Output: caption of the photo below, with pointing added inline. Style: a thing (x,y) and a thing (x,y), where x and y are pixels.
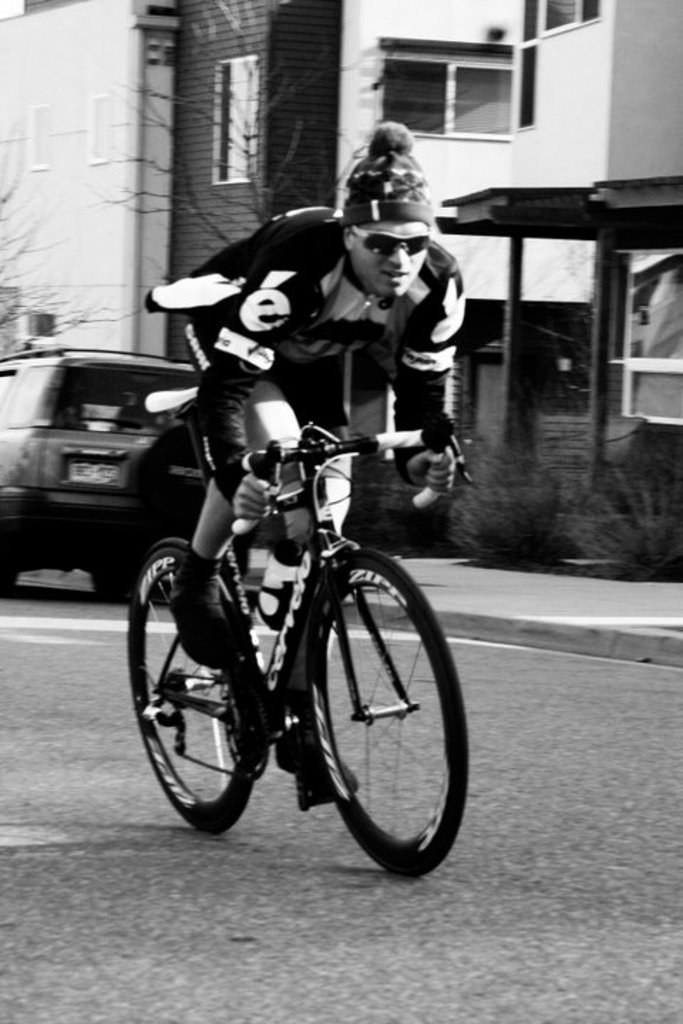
In this image I see a man (336,415) who is on the cycle (450,668) and he is on the path (96,1002). In the background (671,424) I see plants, trees (13,306) a car (108,397) and the buildings (644,41).
